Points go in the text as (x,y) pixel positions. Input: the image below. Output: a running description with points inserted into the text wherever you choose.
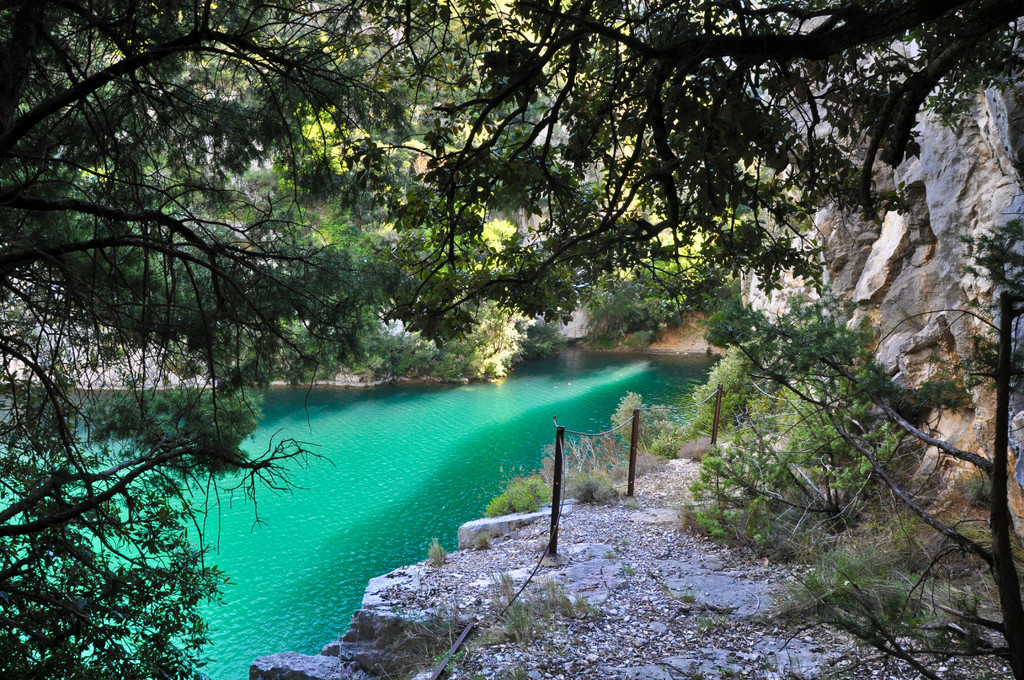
In the image there is a pond (256,539) on the left side (197,524) with trees (817,374) on the right side (736,119) on the land (653,575).
